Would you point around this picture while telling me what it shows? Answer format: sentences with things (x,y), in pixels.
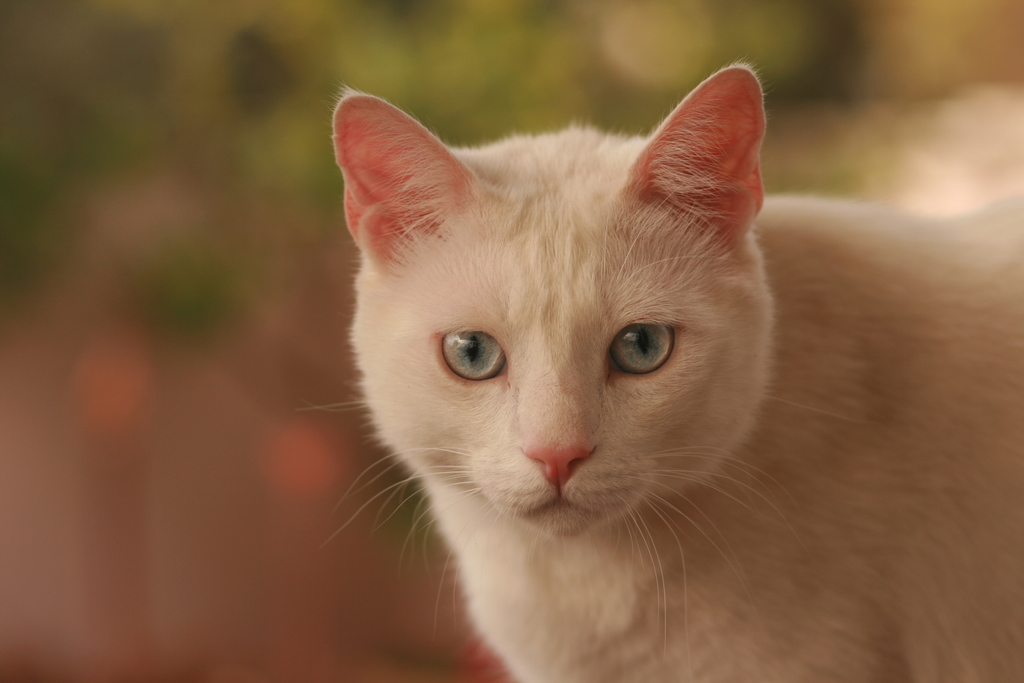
There is a white cat (480,315). The background (414,33) is blurred.
